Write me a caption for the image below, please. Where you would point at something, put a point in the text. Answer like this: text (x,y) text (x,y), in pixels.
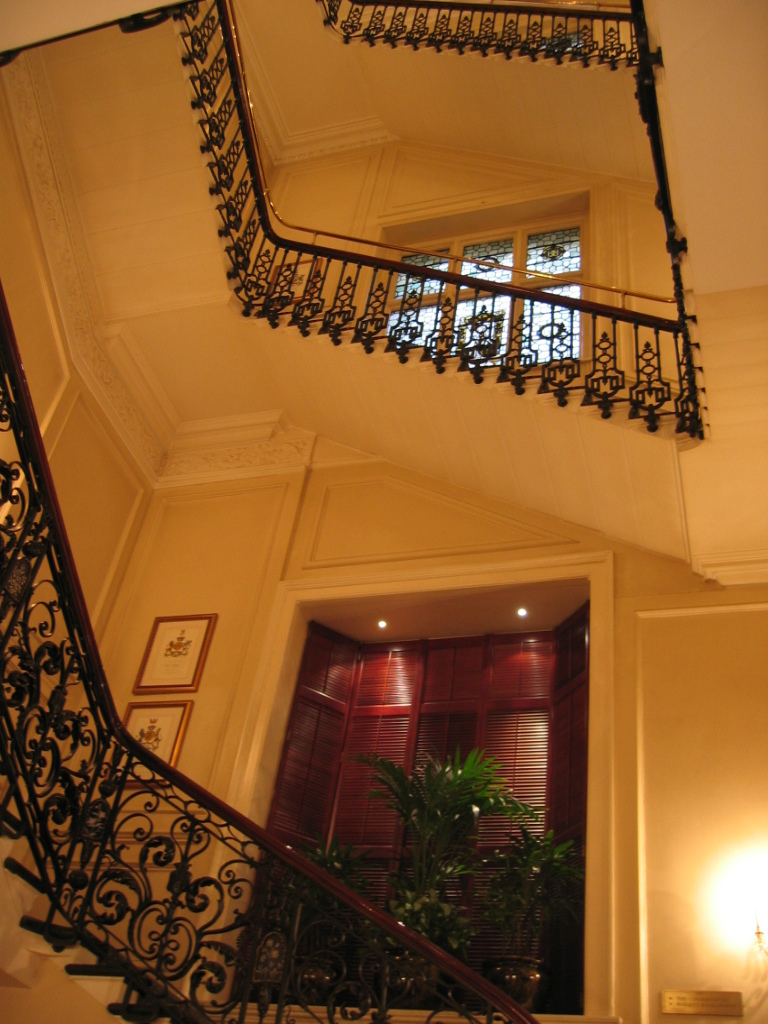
In this image, I can see railings (446,959), windows (472,888) and flower pots (505,975) with plants (350,865). At the bottom right side of the image (745,895), there is a lamp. I can see two photo frames (185,670) attached to the wall (221,546).
